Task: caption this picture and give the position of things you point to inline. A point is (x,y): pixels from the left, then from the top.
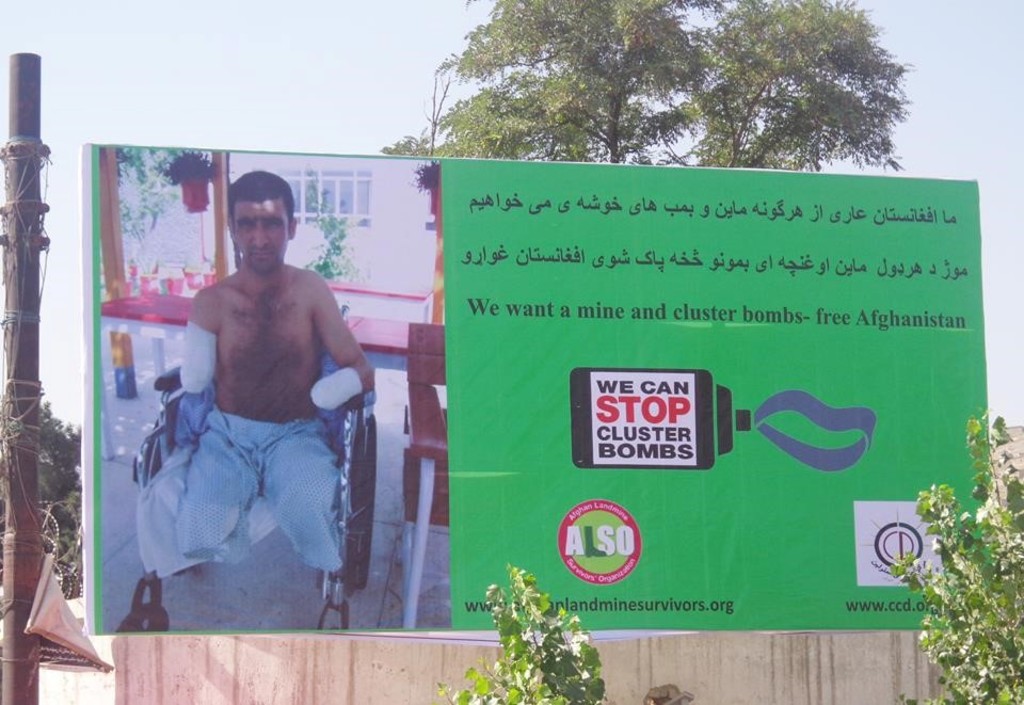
In this image there a poster (905,222), on that poster (762,624) there is some text (530,260) and a picture (161,363) and there are trees (970,640), pole (14,630), in the background (788,80) there is tree (695,93) and the sky (956,135).
